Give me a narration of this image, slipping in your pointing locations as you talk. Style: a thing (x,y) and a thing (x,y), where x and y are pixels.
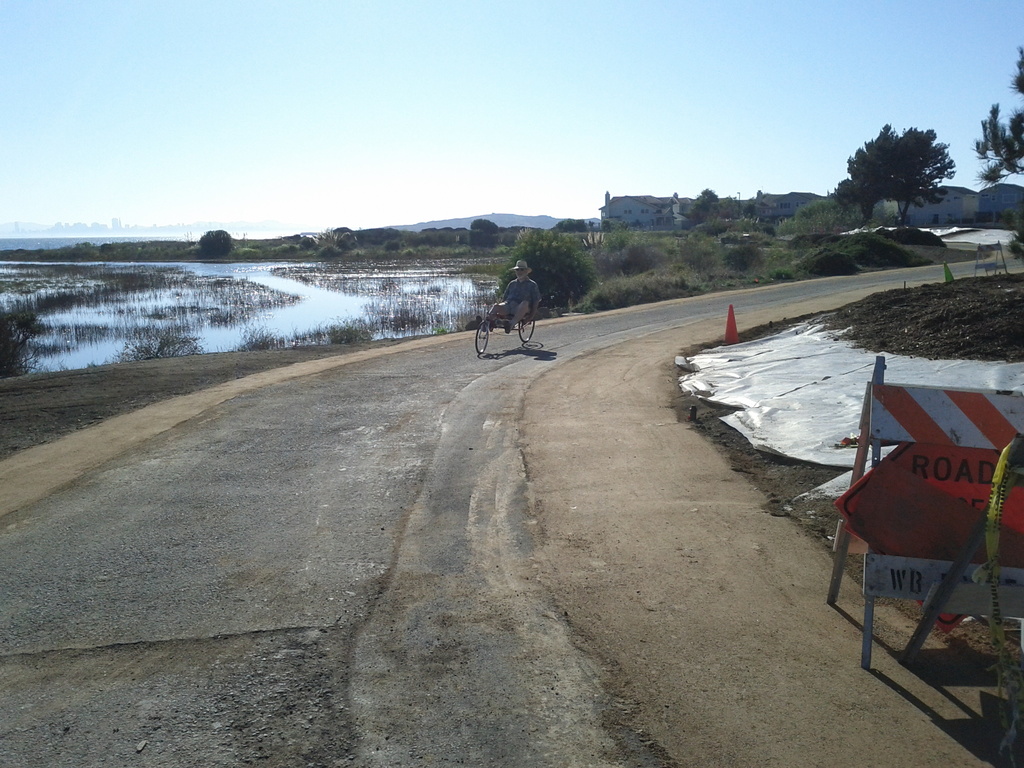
In this picture there is a man (507,291) on the vehicle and the vehicle (524,316) is on the road (368,404). On the right side of the image (892,434), there is a barricade (890,432) and a traffic cone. Behind the man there is water (297,305), trees (633,273), buildings (637,228) and the sky (456,121).
